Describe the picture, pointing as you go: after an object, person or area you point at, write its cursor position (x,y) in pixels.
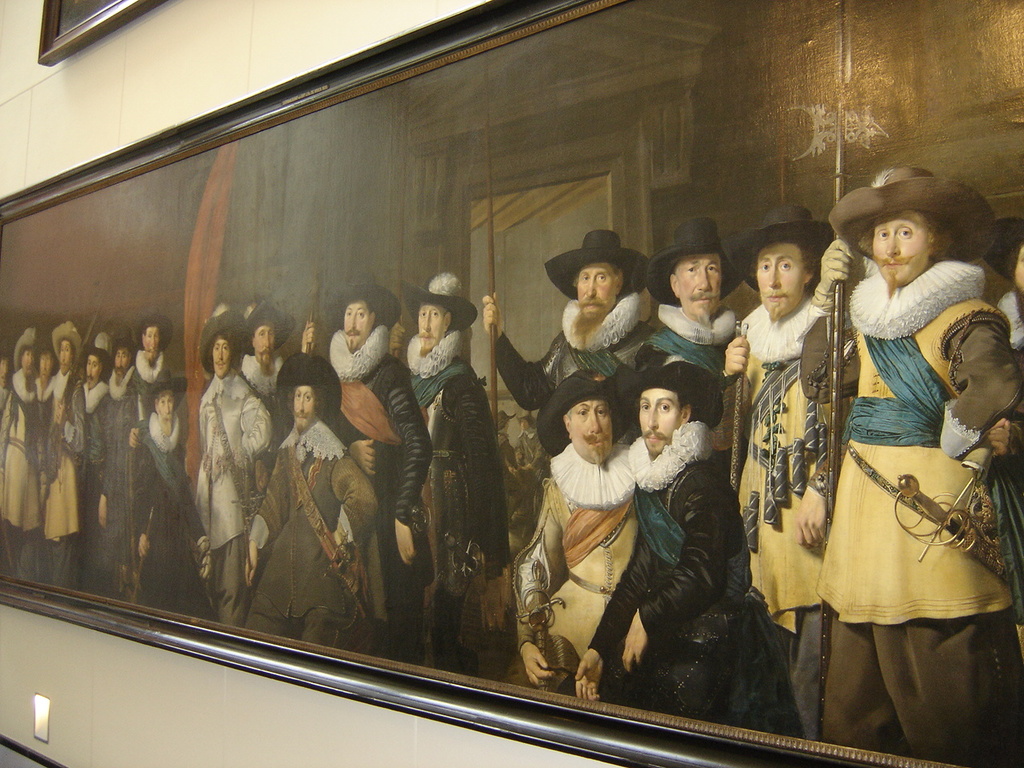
In the image there is a huge photo frame (392,158) attached to the wall (343,748) and in the photo frame (611,725) there are a lot of depictions (684,508).
